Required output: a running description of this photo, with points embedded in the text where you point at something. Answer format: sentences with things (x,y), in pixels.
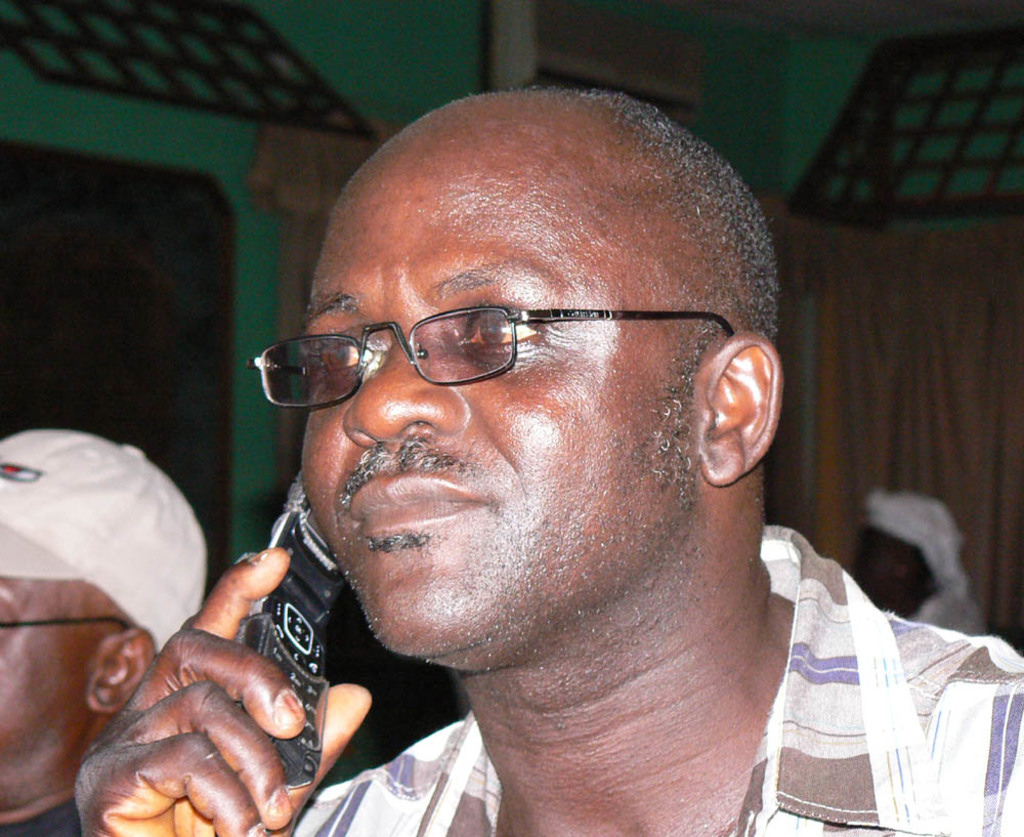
In this image we can see a man (578,409) wearing the glasses (486,372) and holding the mobile phone (286,580). We can also see two other persons (150,547). In the background (1022,413) we can see the curtain (981,350), door (122,349), air conditioner (600,29) attached to the wall (742,57).
